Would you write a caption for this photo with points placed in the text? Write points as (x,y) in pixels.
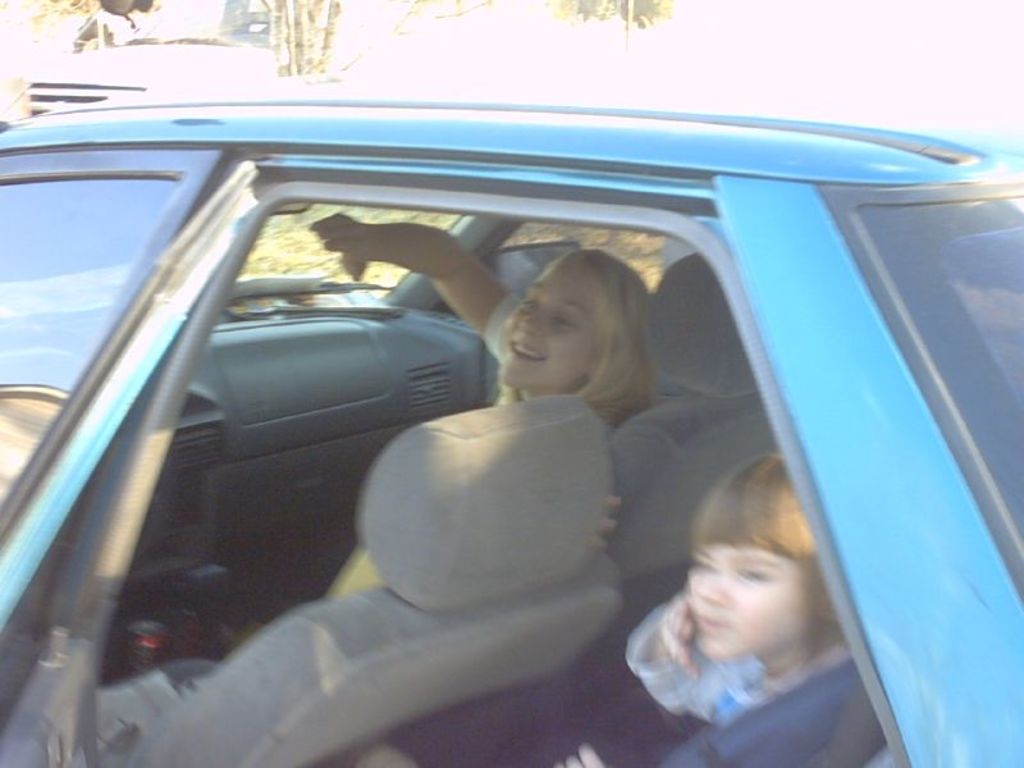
This is a car (959,335). In front there is a woman (628,398) sitting and she is smiling. In the back (783,503) there is a girl (772,491) sitting and she is looking outside the window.
